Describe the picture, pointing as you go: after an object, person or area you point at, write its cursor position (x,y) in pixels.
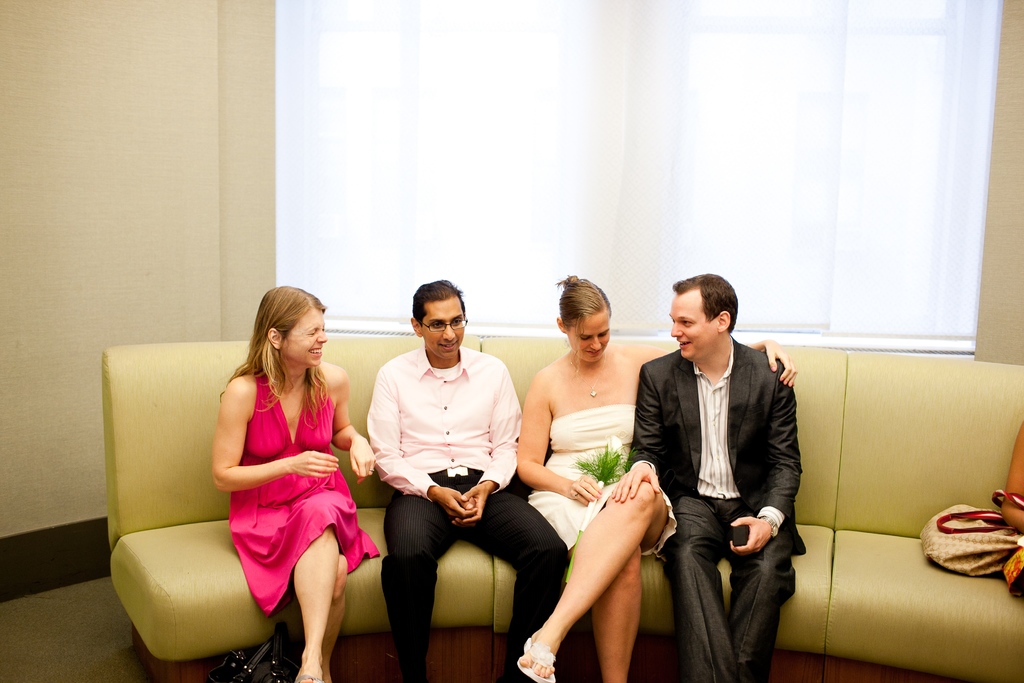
In this image I can see few sofas (941,489) and on it I can see five persons (278,445) are sitting. I can also see few of them are smiling. In the centre of the image (589,375) I can see one woman (621,497) is holding a green colour thing (593,461). On the right side of the image (1006,525) I can see a bag (965,550) on the sofa (908,605) and on the bottom left side (278,655) I can see a black colour bag (232,658) on the floor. In the background (987,32) I can see few white colour window blinds (777,125).
